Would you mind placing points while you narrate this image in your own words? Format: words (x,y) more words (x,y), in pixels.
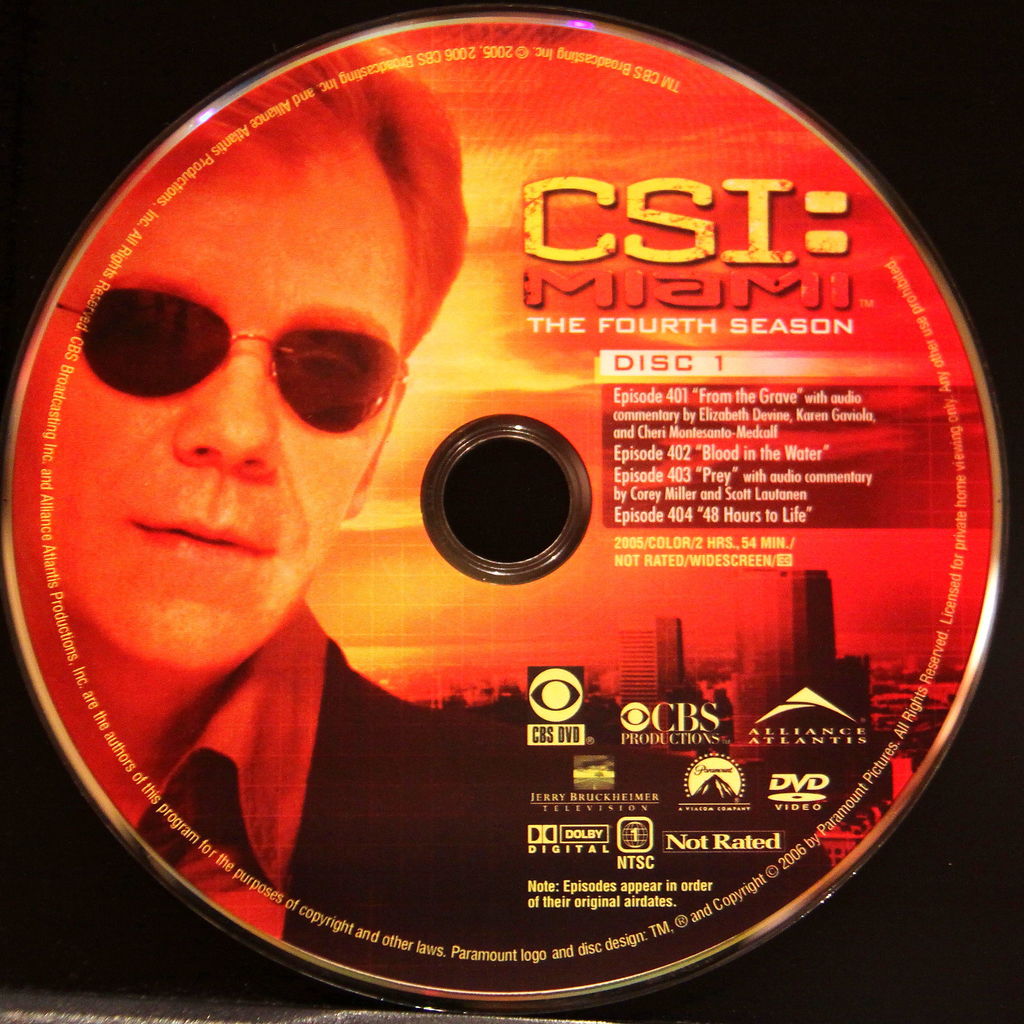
In the image there is a CD (492,292) and on that CD (741,740) there is a person's picture (265,403) and beside that picture (189,427) there is some text (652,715) and logos (652,729).
